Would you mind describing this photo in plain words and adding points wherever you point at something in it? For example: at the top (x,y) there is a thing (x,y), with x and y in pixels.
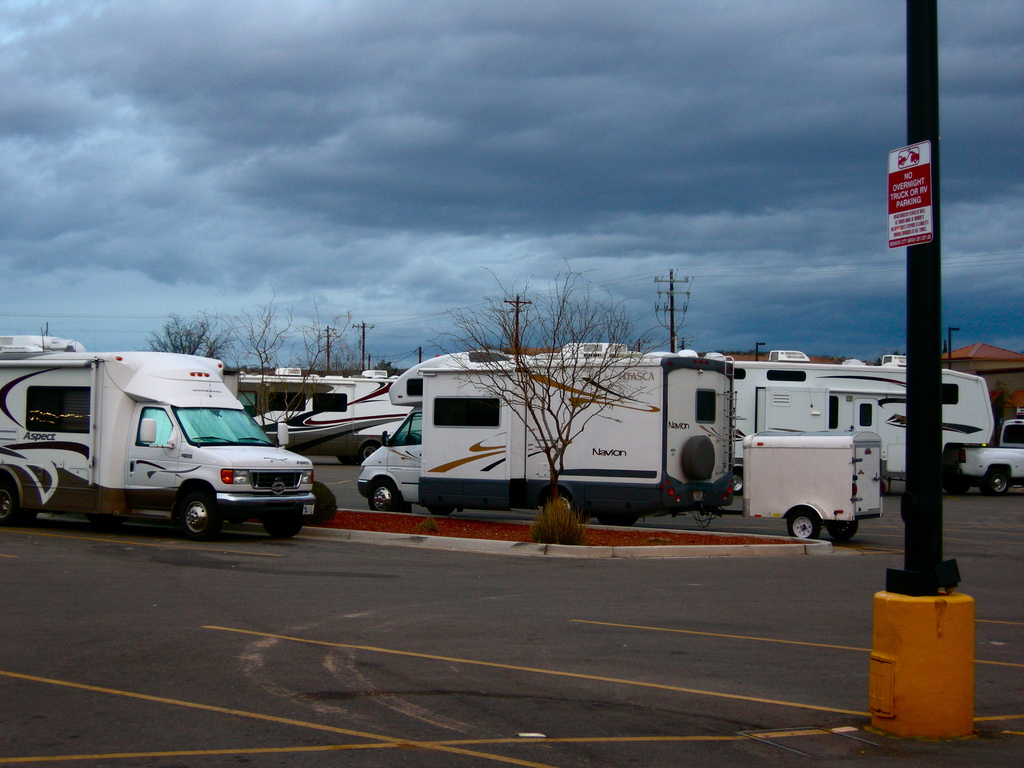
In this image there are vans (60,359) on the road (561,624). There are electric poles (672,319). There are trees (597,390). At the top of the image (427,11) there are clouds (535,84). There is a pole (915,35) to the right side of the image (873,624).
